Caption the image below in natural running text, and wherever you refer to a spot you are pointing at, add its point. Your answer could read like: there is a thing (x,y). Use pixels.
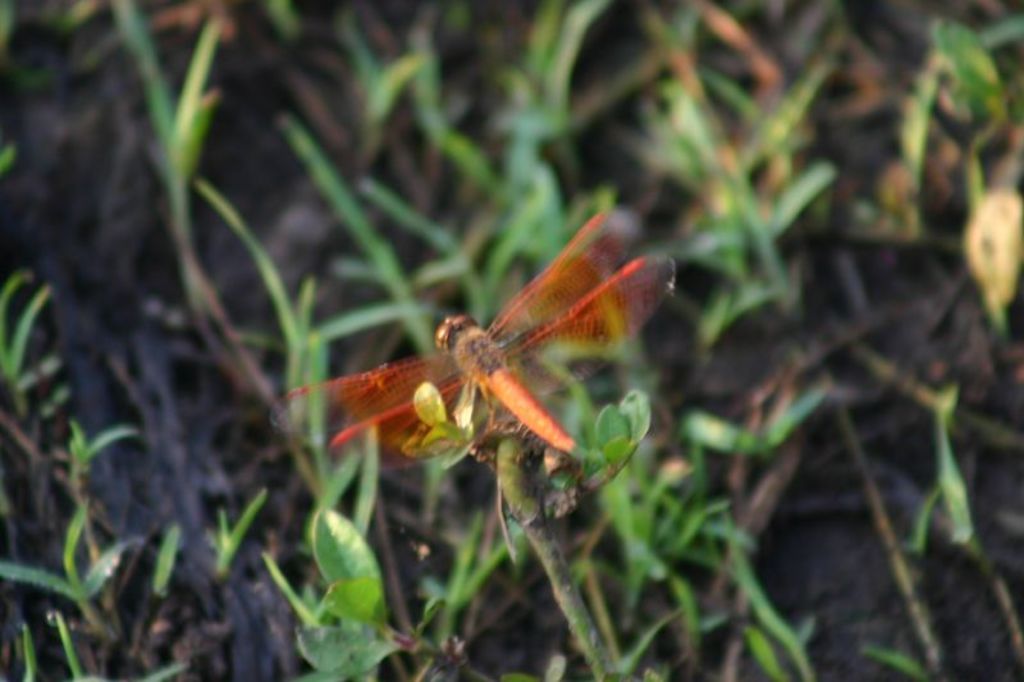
In this image there is a fly (472,364) on the tree stem (525,492). At the bottom (511,519) there is grass (359,262).
